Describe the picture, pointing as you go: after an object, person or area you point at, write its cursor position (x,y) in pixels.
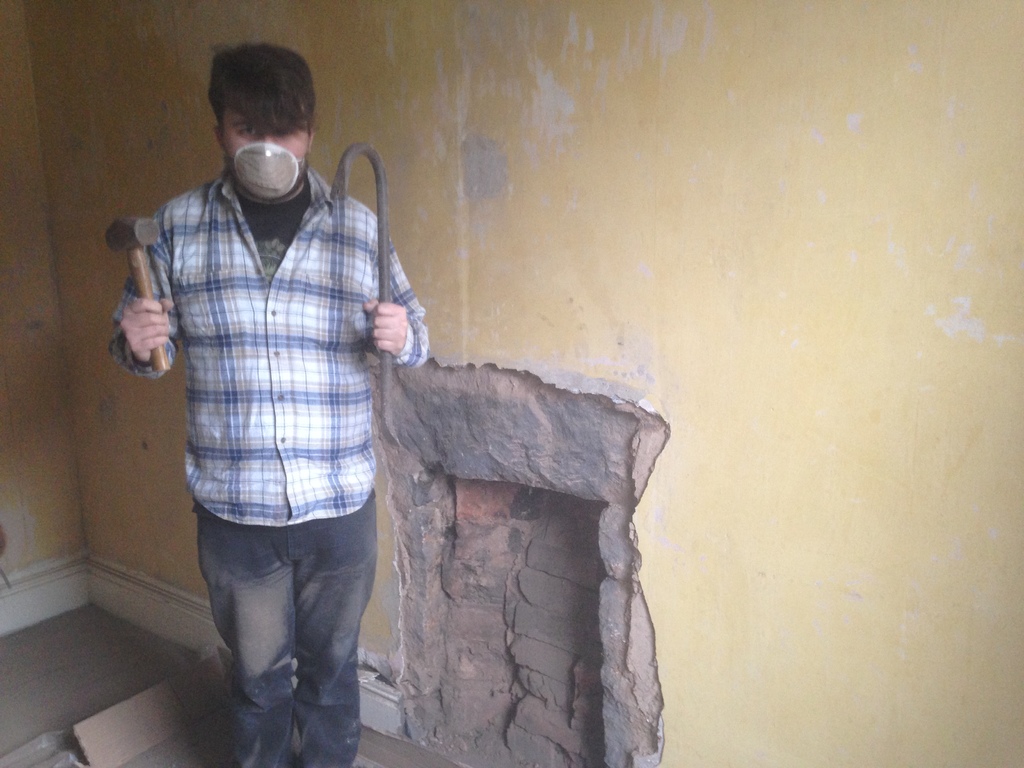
In this picture we can see a man (260,158) wearing mask (244,161) on his nose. He is holding hammer (136,239) in one hand (151,308) and an object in another hand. We can see wall (819,234) and some bricks (560,572).
